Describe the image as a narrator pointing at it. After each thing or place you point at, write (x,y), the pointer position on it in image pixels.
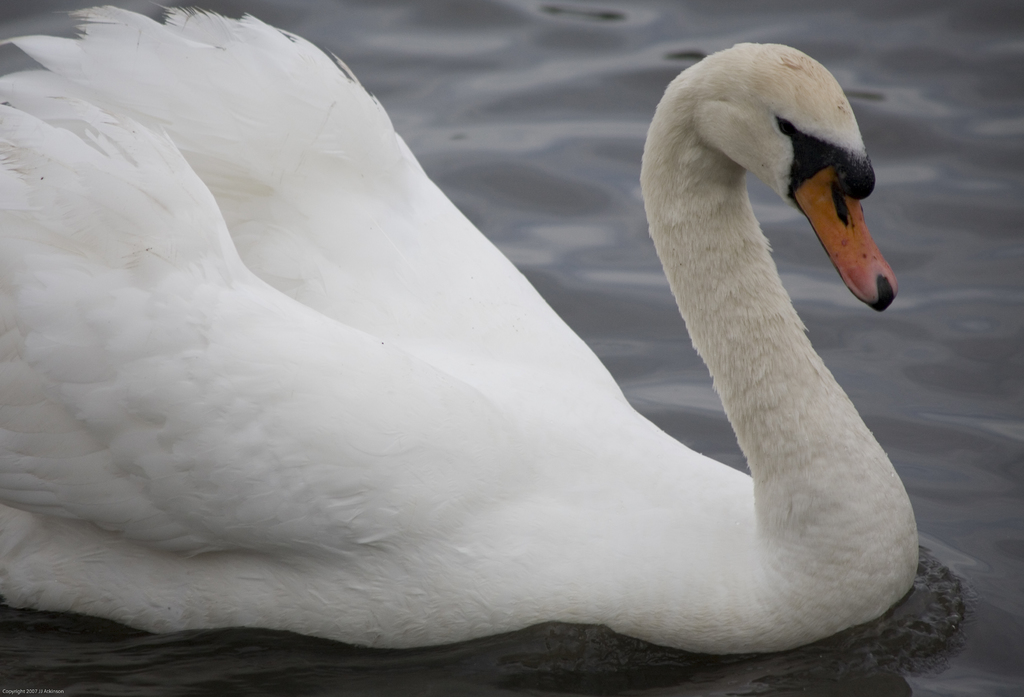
In the center of the image (511,406) we can see one swan (547,501), which is in white color. In the background (623,227) we can see water (617,72).
